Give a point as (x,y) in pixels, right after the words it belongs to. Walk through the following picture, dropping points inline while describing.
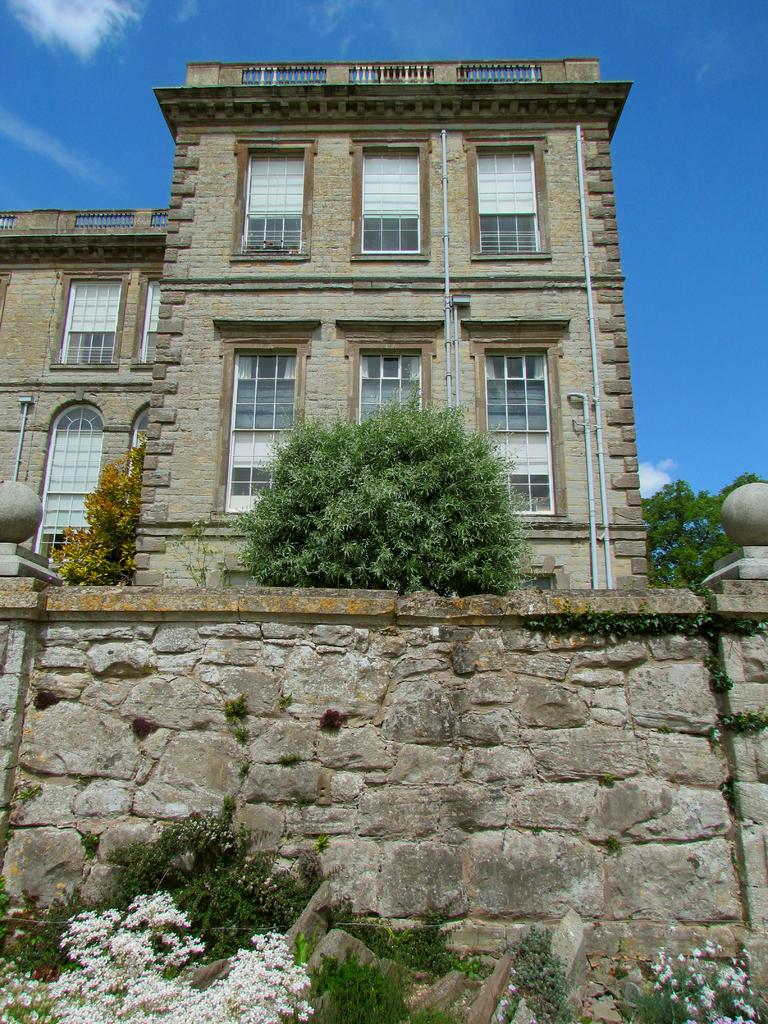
In this image we can see there is a building (4,414), in front of the building (244,491) there are some trees (259,560) and plants (672,964). In the background (714,372) there is a sky (714,423).
